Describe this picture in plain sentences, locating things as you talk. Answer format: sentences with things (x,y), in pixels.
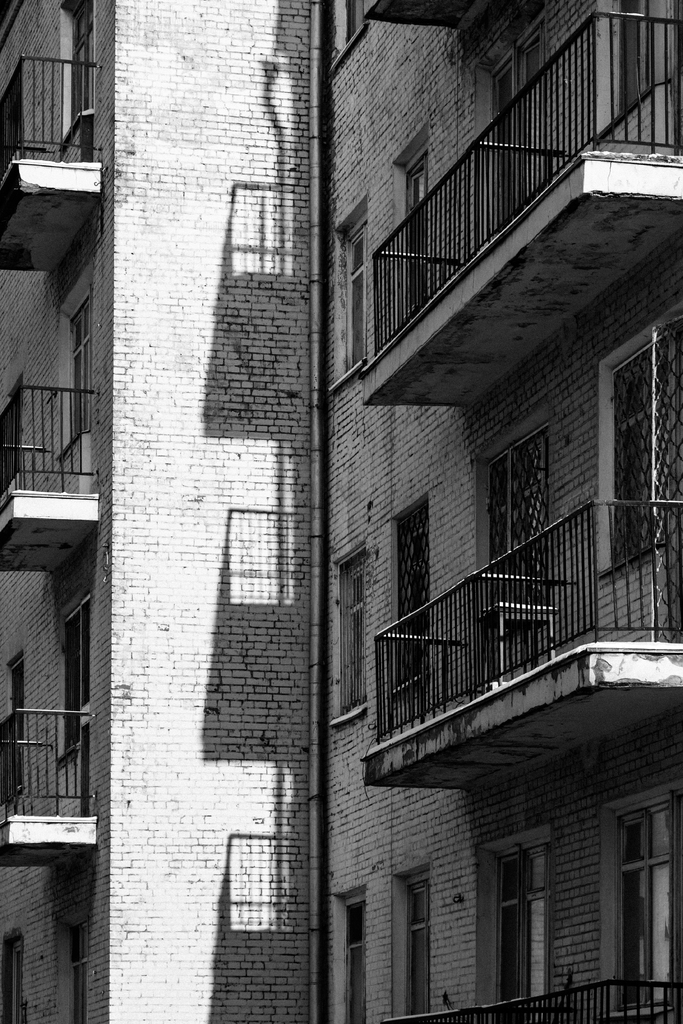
In this image we can see many windows (365,955) and many balconies (386,251) and the building (132,737) is made of bricks (205,342).
